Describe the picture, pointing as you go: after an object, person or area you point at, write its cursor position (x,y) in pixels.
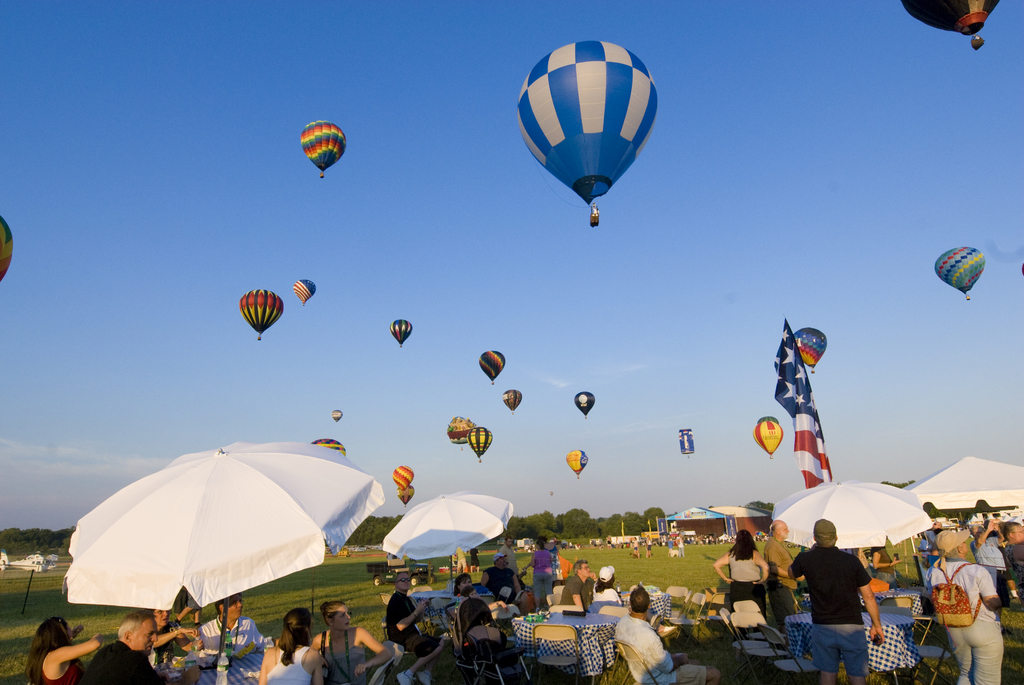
In this picture I can see hot air balloons (509,395) in the air (575,293). Here I can see group of people (865,665) among them some are sitting on chairs (539,659) in front of tables (562,649). I can also some white color umbrellas (366,511). In the background (566,532) I can see trees (574,537) and the sky (557,294). Here I can see buildings (716,525).
